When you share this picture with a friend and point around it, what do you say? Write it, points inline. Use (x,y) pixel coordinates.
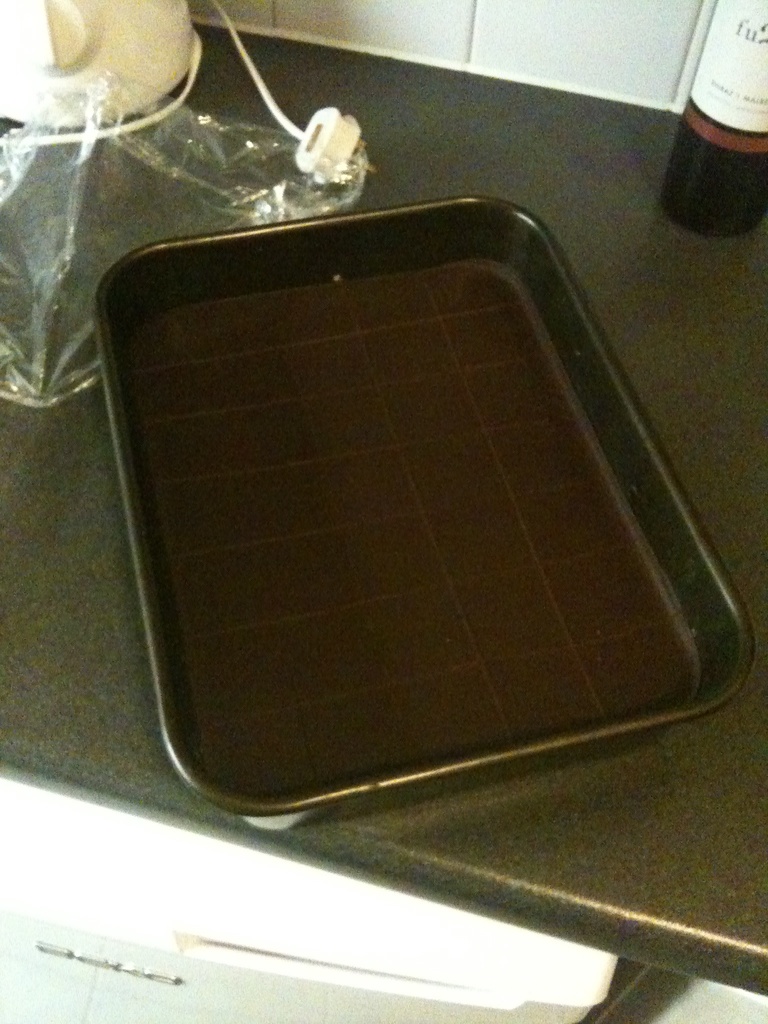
In this image it looks like a kitchen platform (729,436) with objects (176,417) on it in the foreground (456,567). There is a wall (349,1) in the background (491,71). And there is an object (113,886) at the bottom (191,949).
